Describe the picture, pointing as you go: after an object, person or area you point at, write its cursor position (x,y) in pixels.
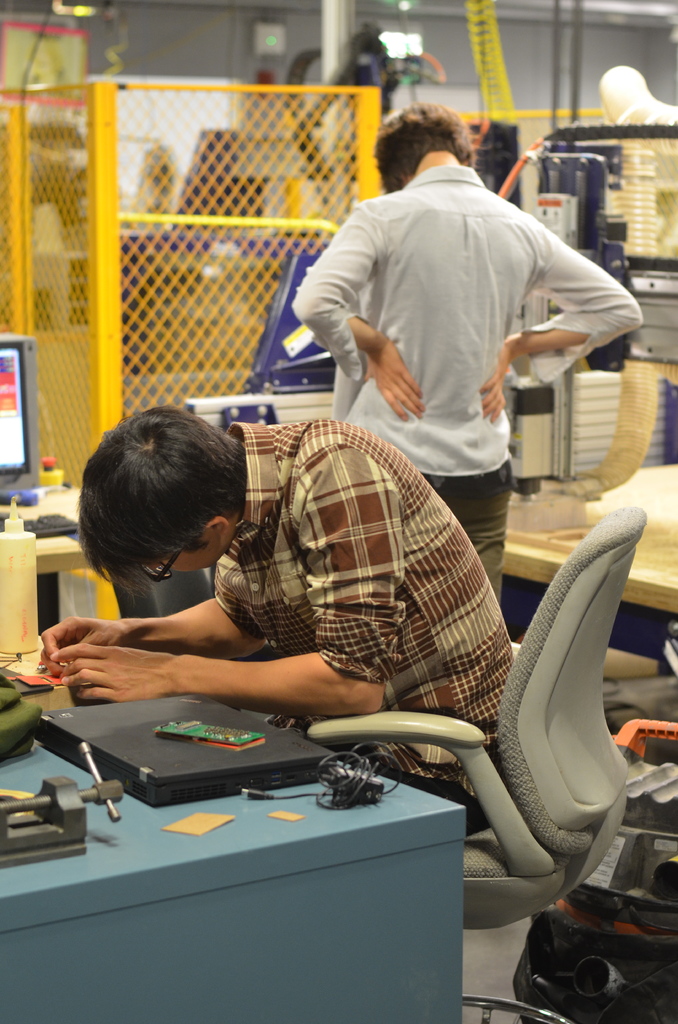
This is a picture of a man (453,593) sitting in a chair (339,735) a table (263,816) where we have laptop (288,742), cable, papers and the background we have a man (405,414), computer (10,375) in table (36,496) and some grills (305,249), and some pipes (472,25).
